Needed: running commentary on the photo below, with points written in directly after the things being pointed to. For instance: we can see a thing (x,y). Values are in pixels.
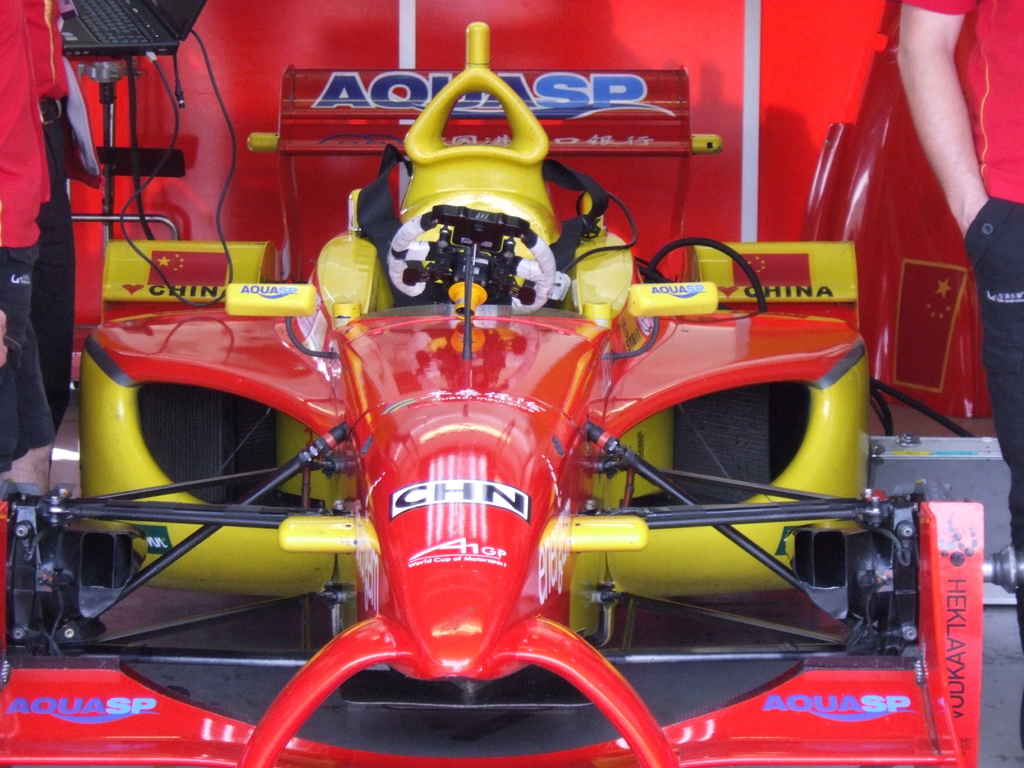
In this image I can see a vehicle (434,348) which is in yellow, red, black and white color. Background (722,36) is in red color. I can see few people (63,162) on both-sides.
